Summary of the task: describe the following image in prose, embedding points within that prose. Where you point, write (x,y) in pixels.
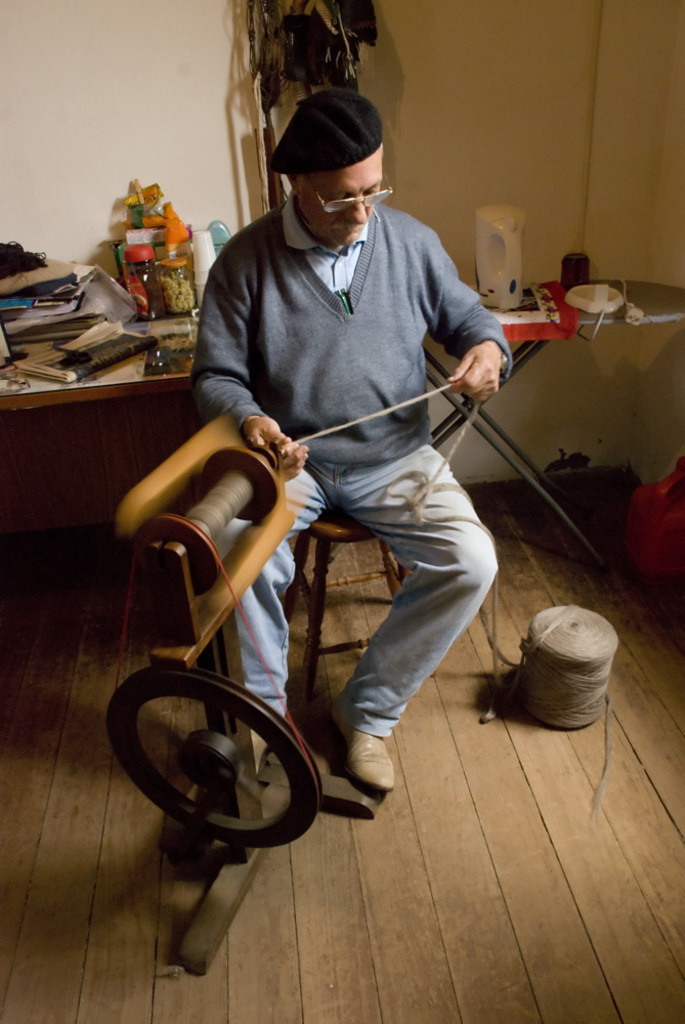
In this image there is a person (340,367) sat on the chair (313,621) and he is doing some work with a machine (234,599) and he is holding a rope (467,420) in his hand (476,370), behind him there is a table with some stuff (210,241) on it. In the background (125,88) there is a wall (483,40).
